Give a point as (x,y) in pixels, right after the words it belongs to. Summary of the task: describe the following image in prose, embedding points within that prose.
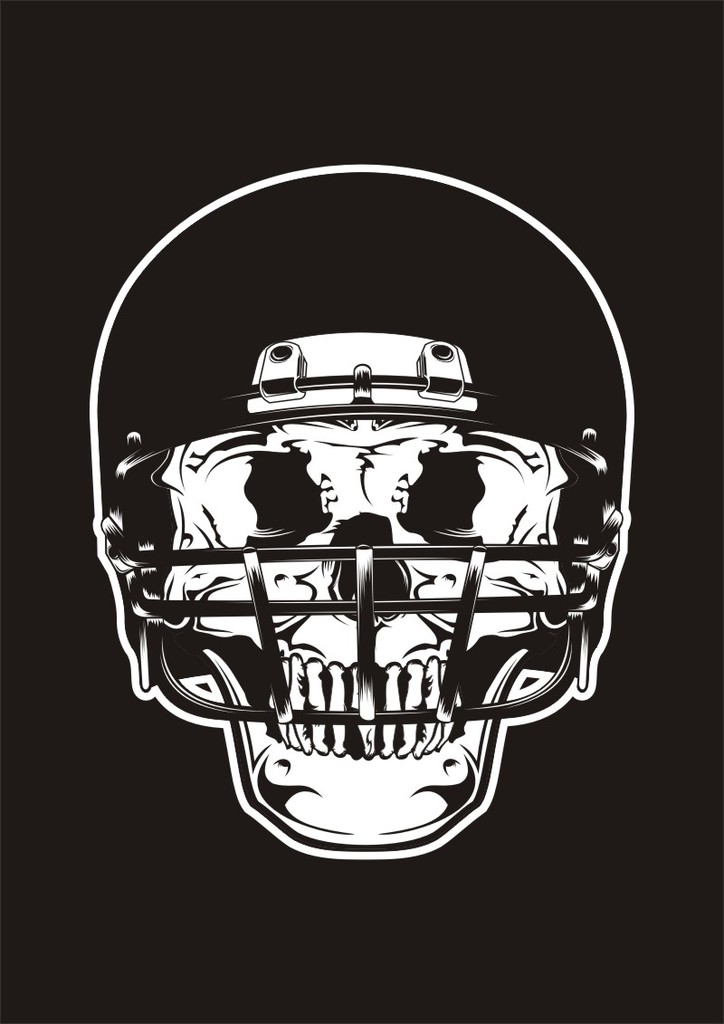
In the image we can see there is a skull (405,651) wearing helmet (268,558) and the image is in black and white colour.
